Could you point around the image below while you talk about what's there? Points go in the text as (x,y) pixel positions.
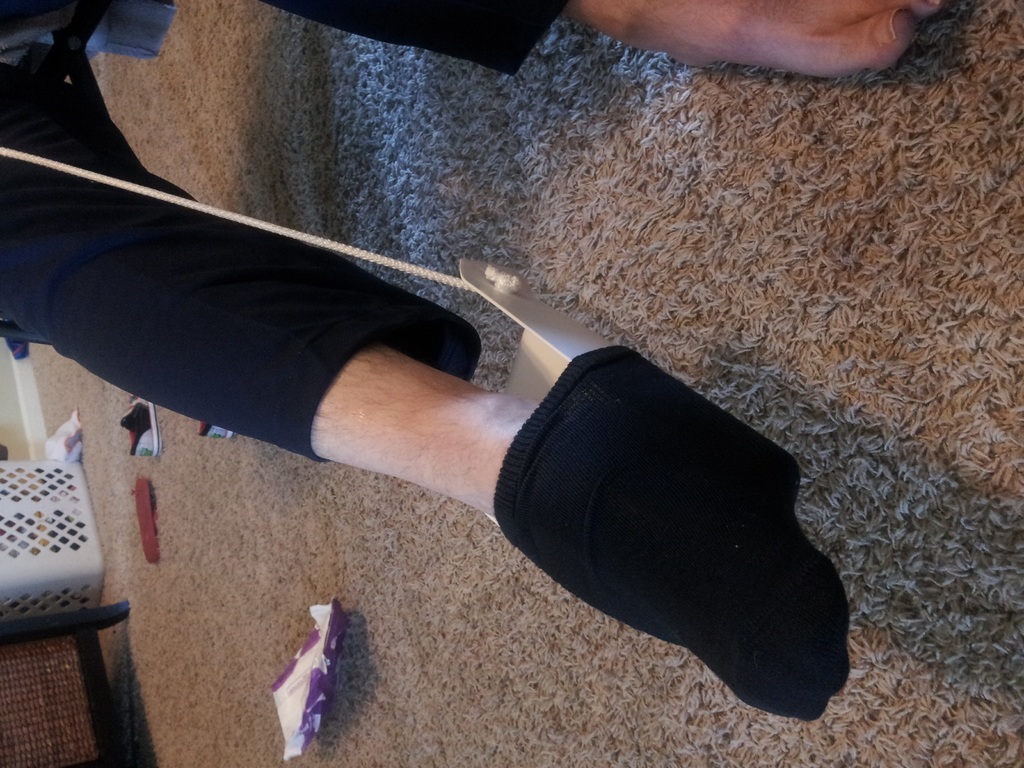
In the image in the center (620,408), we can see two legs (619,429). In the background (158,670) there is a table (99,675), basket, one shoe (154,449), carpet (156,629) and papers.
